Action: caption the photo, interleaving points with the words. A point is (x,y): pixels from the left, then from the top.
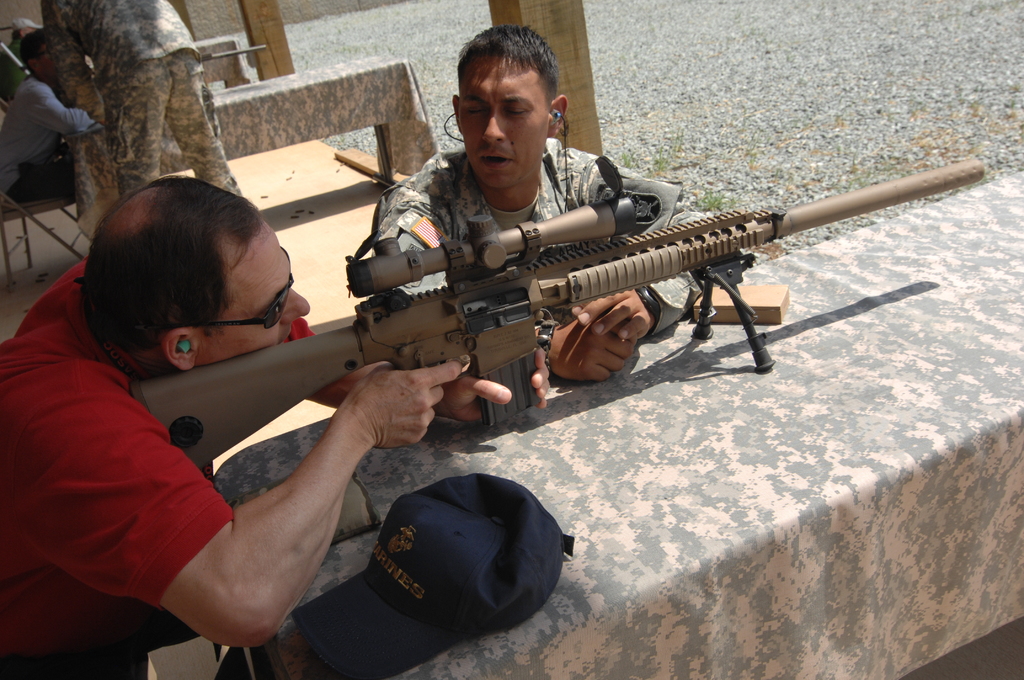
In the picture we can see a man (81,621) holding a gun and aiming at something he is in a red T-shirt (51,555) and beside him we can see an army person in a uniform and beside them, we can see an army person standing near the bench (608,661) and showing something to the person (167,600) holding a gun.
